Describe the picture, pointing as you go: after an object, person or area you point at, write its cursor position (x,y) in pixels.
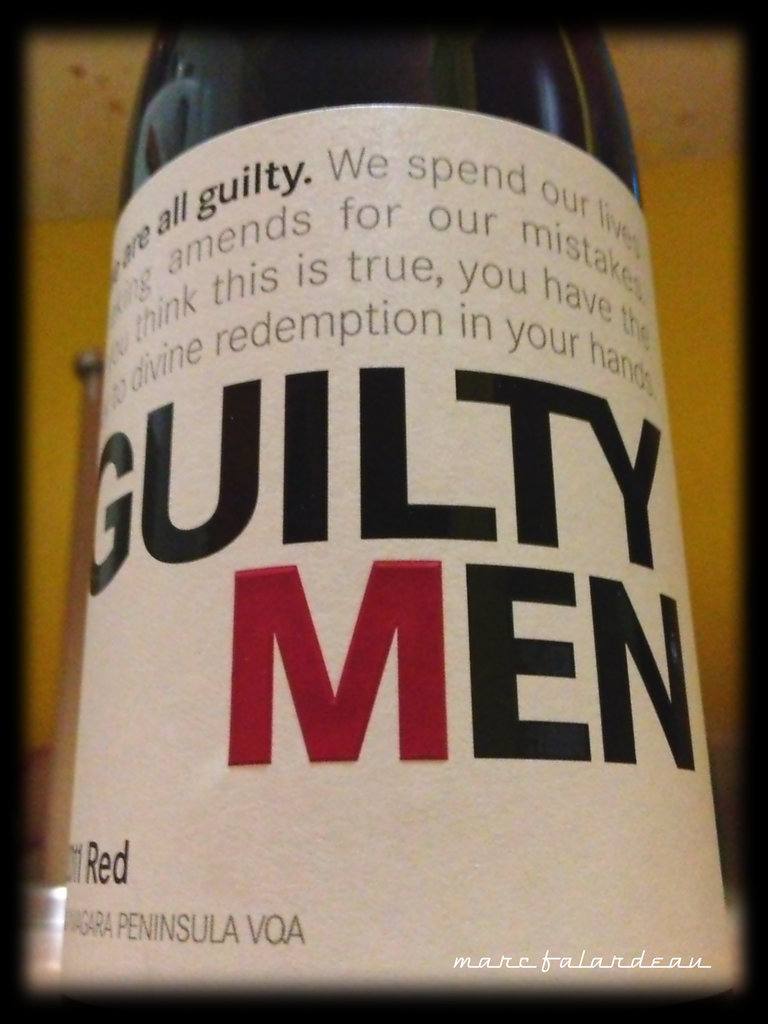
In the image in the center (291,386) we can see one wine bottle (454,626). On the wine bottle (243,689), it is written as "Guilty Men". On the right bottom, there is a watermark (456,960). Around image we can see black color border (2,645).
